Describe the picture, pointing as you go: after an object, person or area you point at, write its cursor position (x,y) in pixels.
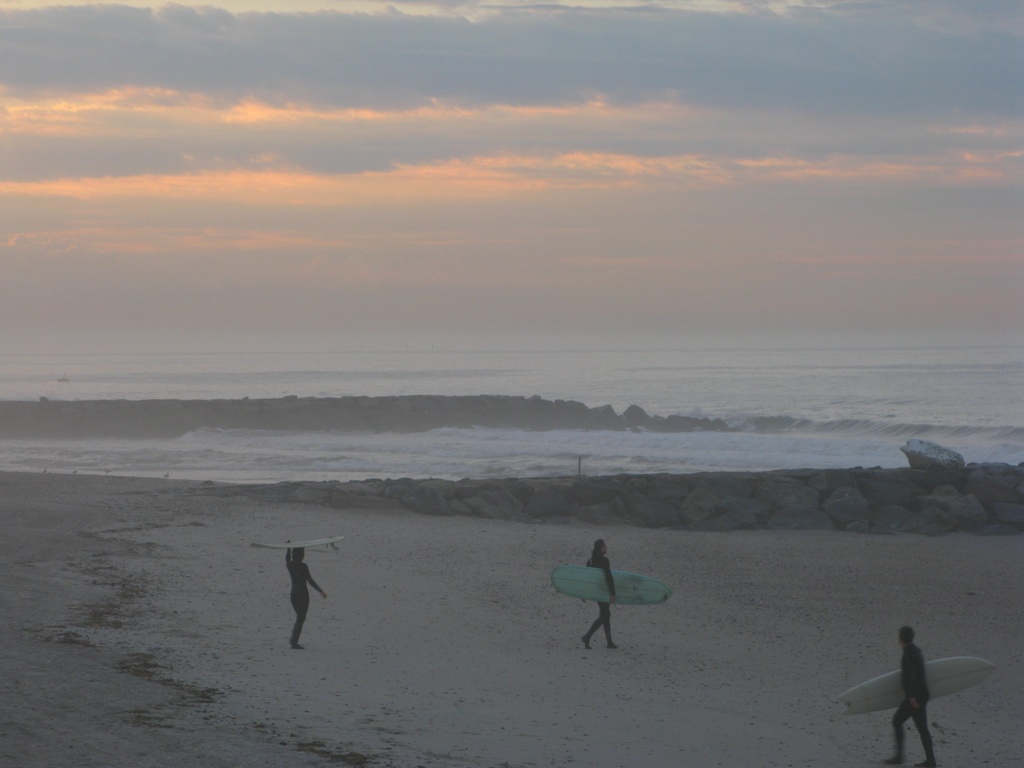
In this image there are three persons (608,627) who are walking in the sand (768,642) by holding the surfboard (889,692). In the background (563,379) there is a beach (657,398). At the top (376,135) there is the sky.
